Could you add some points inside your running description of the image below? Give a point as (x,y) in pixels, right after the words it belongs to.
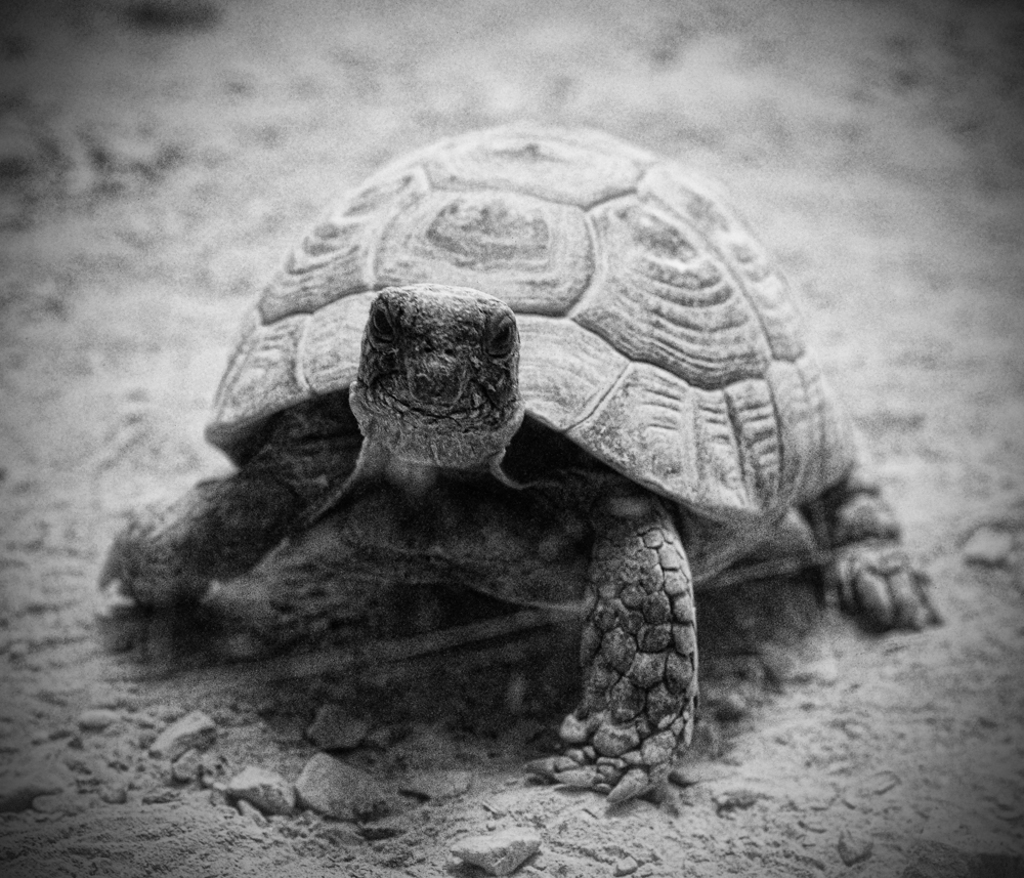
There is a black and white image. In this image, there is a turtle (177,585) on the blur background.
